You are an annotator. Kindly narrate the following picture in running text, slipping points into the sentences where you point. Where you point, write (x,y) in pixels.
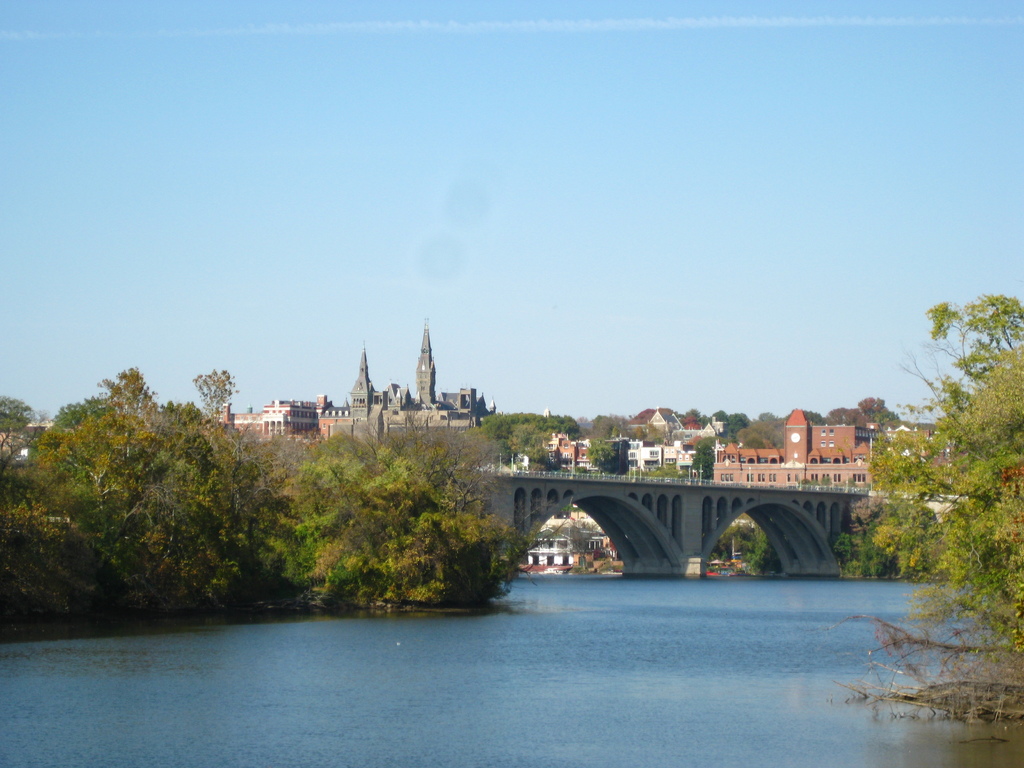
As we can see in the image there are trees (1023,490), water (580,686), bridge (634,518) and buildings (386,411). On the top (559,56) there is sky (559,56).
